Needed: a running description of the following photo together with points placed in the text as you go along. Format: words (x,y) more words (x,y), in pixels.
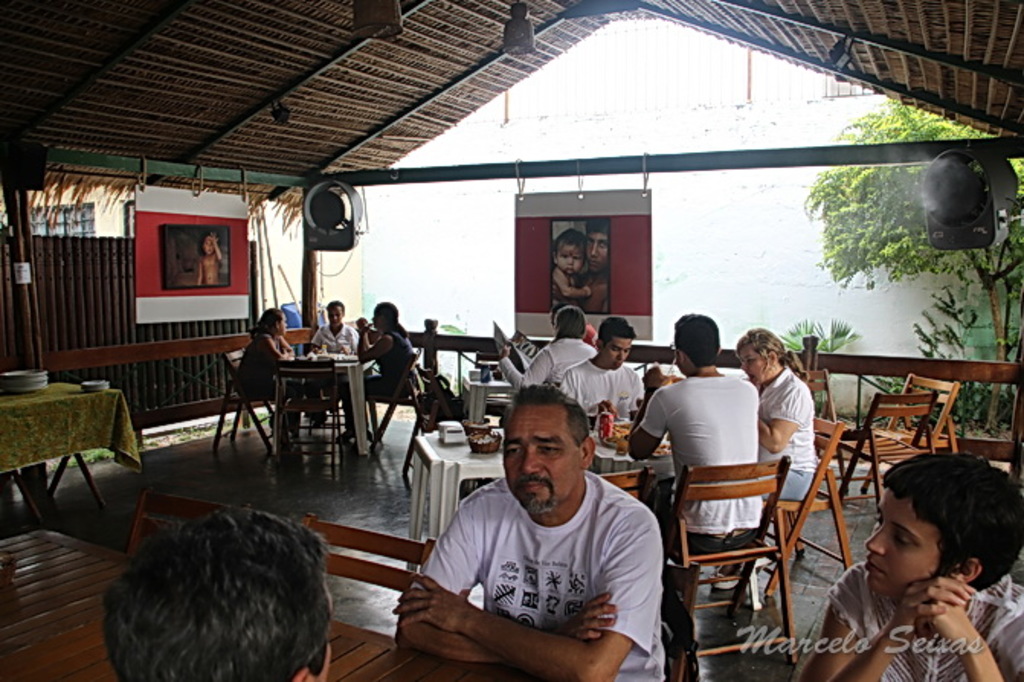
In this image i can see a group of people (593,379) who are sitting on a chair (413,546) in front of a table (430,484). On the table (423,468) i can see there are few objects (606,433). I can also see there is a tree (854,185) and a board (550,240).
